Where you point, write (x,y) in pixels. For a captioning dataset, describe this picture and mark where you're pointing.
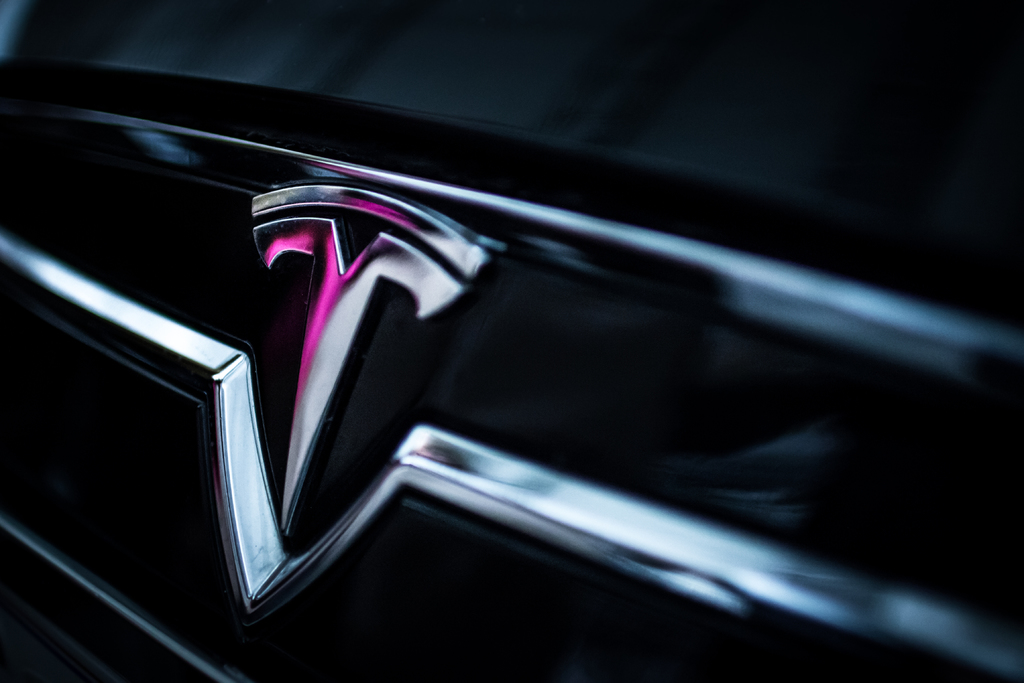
This is a black car (349,125) and we can see the logo (276,243) of a car (316,356) here.
